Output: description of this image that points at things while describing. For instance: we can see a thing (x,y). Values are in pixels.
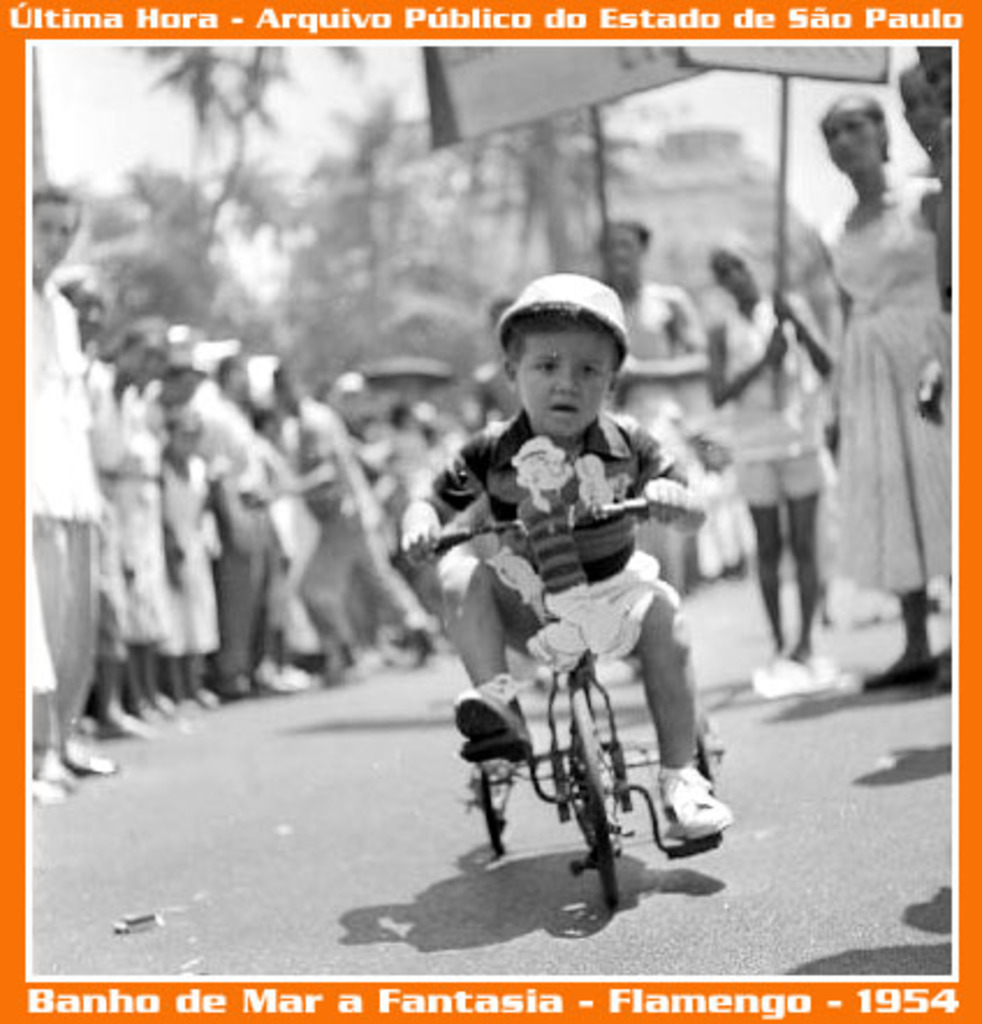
In this image I can see a child (626,653) is cycling a tricycle (595,683), I can also see he is wearing helmet (518,308). In the background (319,562) I can see few more people (941,578) are standing.
